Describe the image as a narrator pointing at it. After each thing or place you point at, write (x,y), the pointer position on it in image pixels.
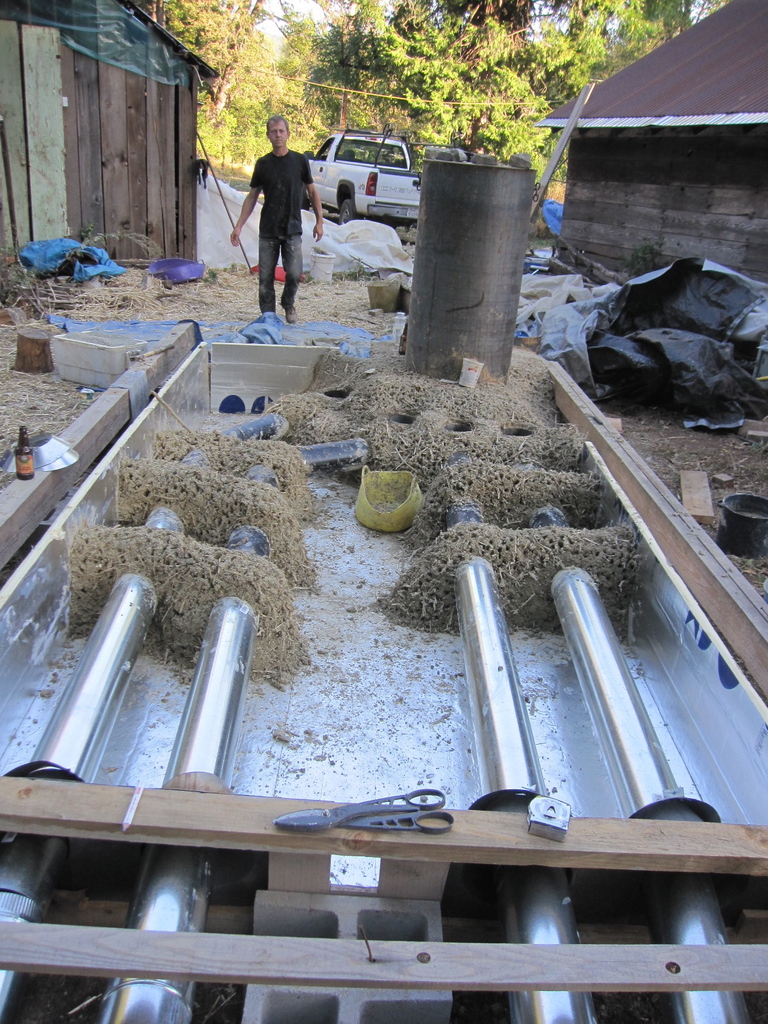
There is some product manufacturing is going on and there is a machine (195,532), in front of the machine (391,406), there is a drum (453,309). A person (299,262) is walking towards the drum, on the left side (125,169) and right side (715,208) there are two wooden huts (686,67). There is a vehicle (355,155) parked in between the huts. Behind the vehicle (349,164) there are plenty of trees (462,95).
